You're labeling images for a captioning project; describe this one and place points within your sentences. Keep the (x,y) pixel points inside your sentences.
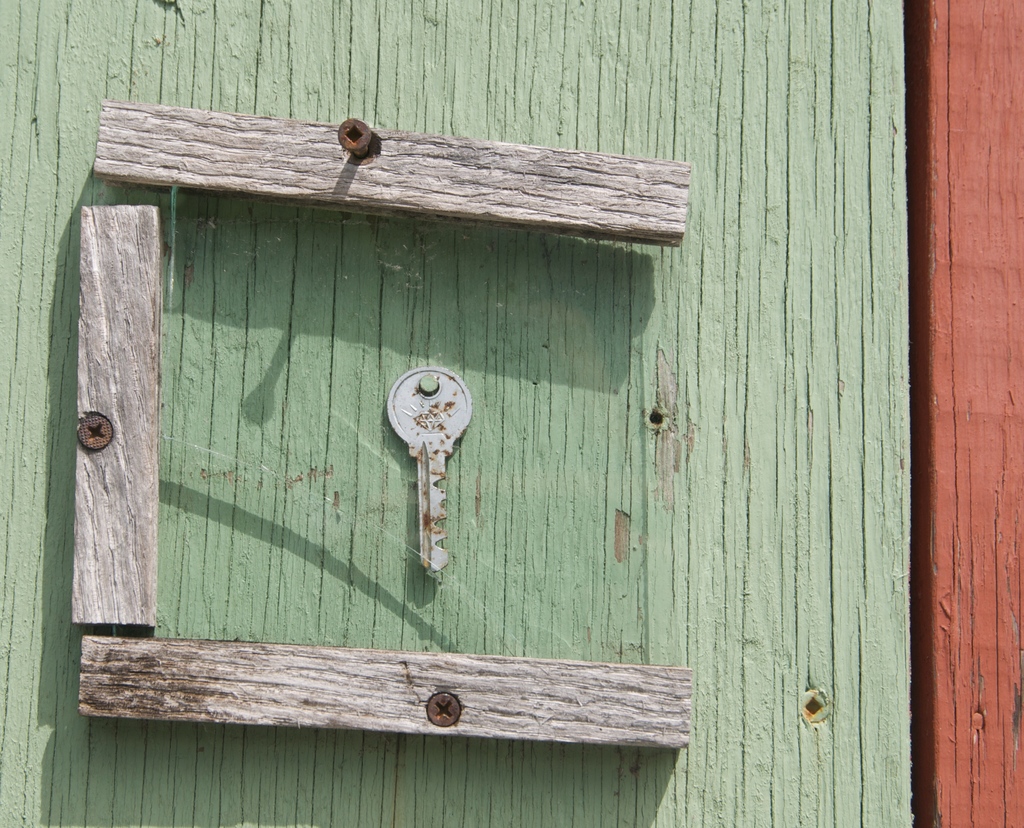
In this picture we can see a key (436,549), wooden sticks (417,138), screws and in the background (862,608) we can see the wall (643,115).
